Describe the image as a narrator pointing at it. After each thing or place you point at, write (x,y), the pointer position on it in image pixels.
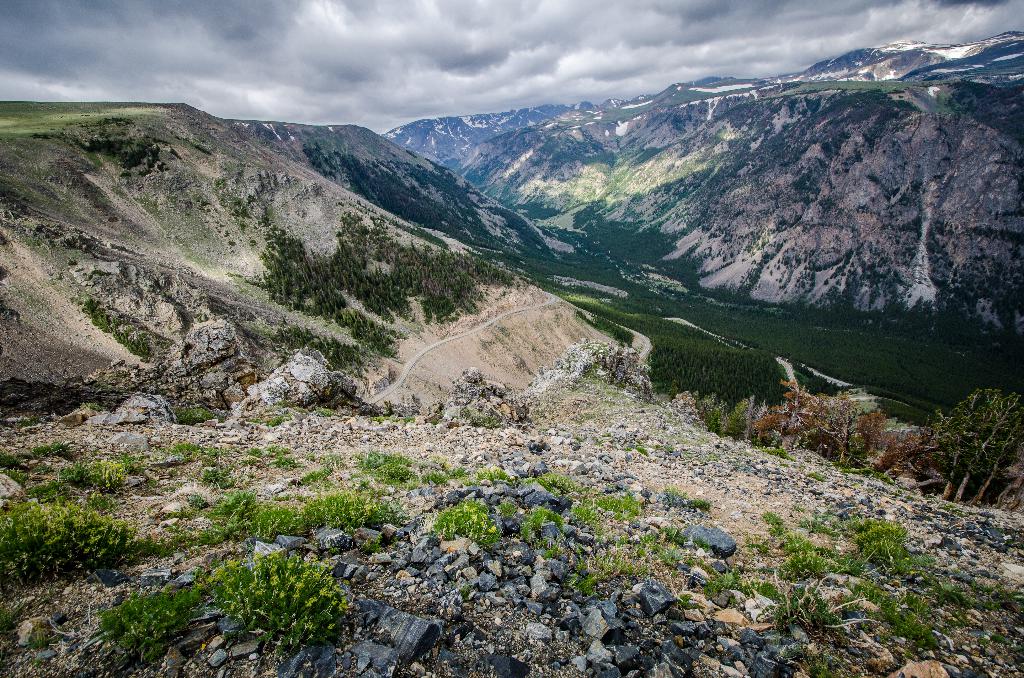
On the ground (234,412) there are rocks (794,497) and plants (804,550). In the back (223,199) there are hills (478,169). Also there is a road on the hill (446,307). In the background (430,65) there is sky (740,48) with clouds (871,29).
